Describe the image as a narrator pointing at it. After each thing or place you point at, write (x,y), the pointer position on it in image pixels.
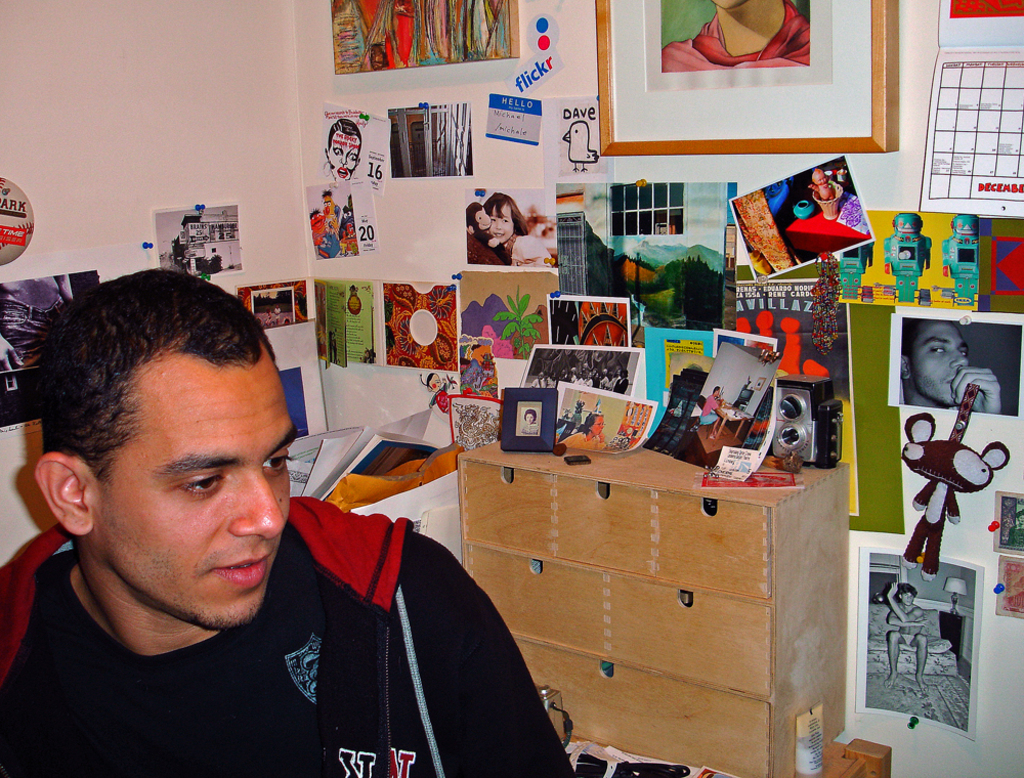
In this image I can see a person (275,697) sitting on the left (275,703). There are many papers (962,335) attaches on the walls (972,418). There is a photo frame (754,59) and a cabinet (495,494).
